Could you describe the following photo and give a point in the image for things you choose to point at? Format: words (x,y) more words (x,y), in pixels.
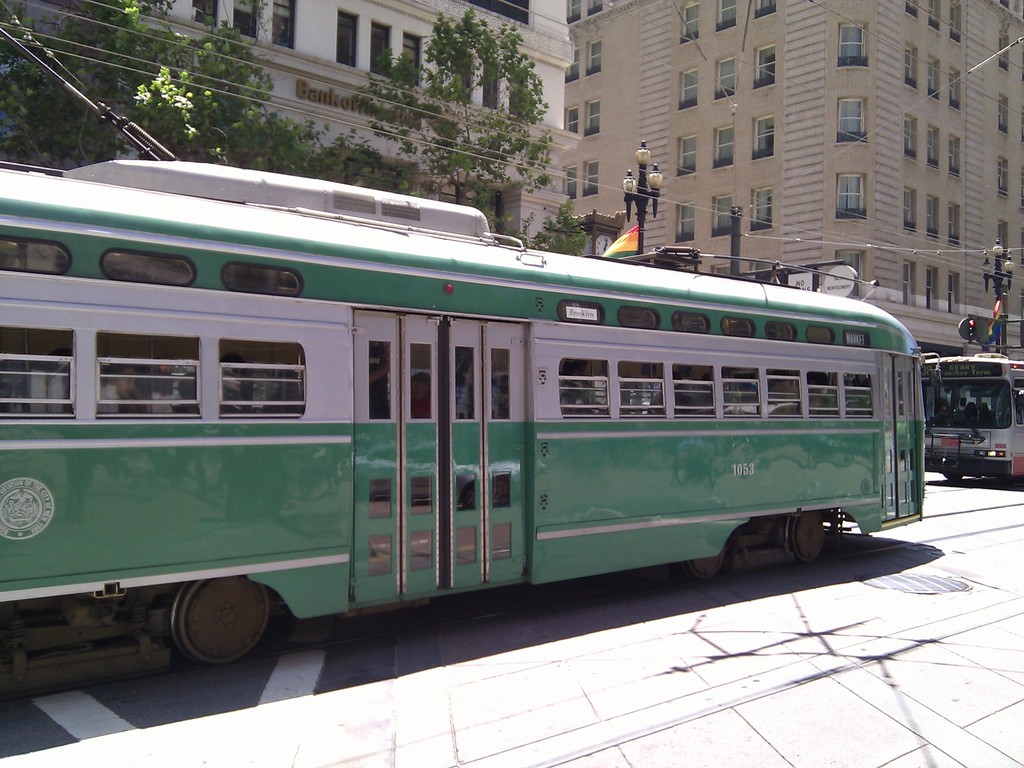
In this picture there is a tram (257,520) in the center of the image (560,280) and there is a bus (1023,372) on the right side of the image (1001,360), there are buildings (673,159), trees (348,145), and poles (643,149) in the background area of the image (606,188).
